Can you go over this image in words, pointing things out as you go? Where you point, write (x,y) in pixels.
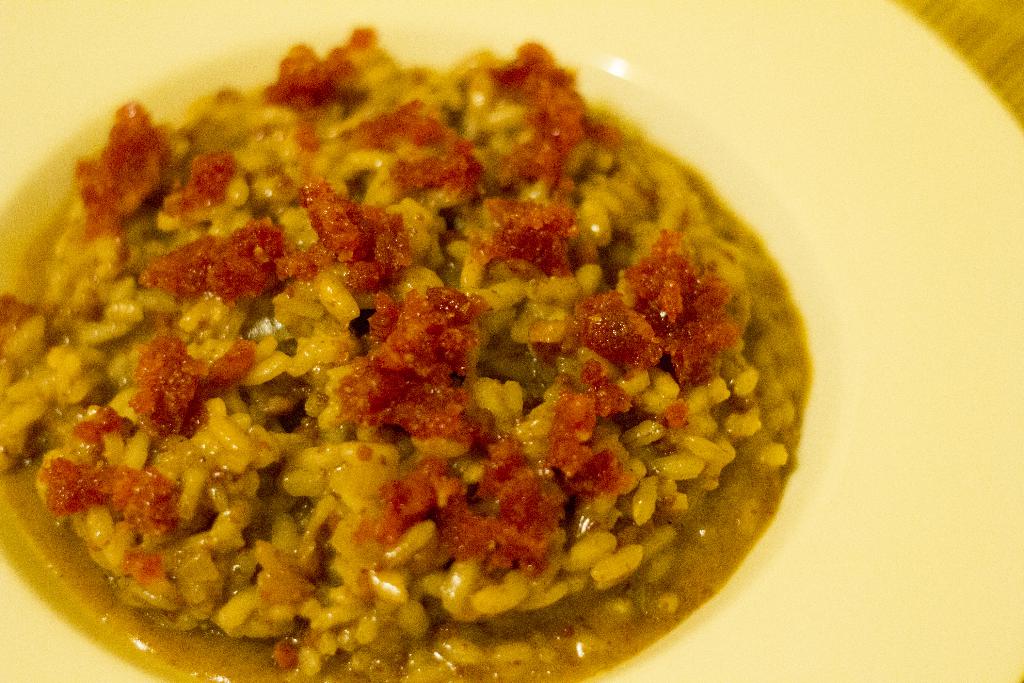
In the picture there is some cooked food item (513,309) served in a plate (604,11).
